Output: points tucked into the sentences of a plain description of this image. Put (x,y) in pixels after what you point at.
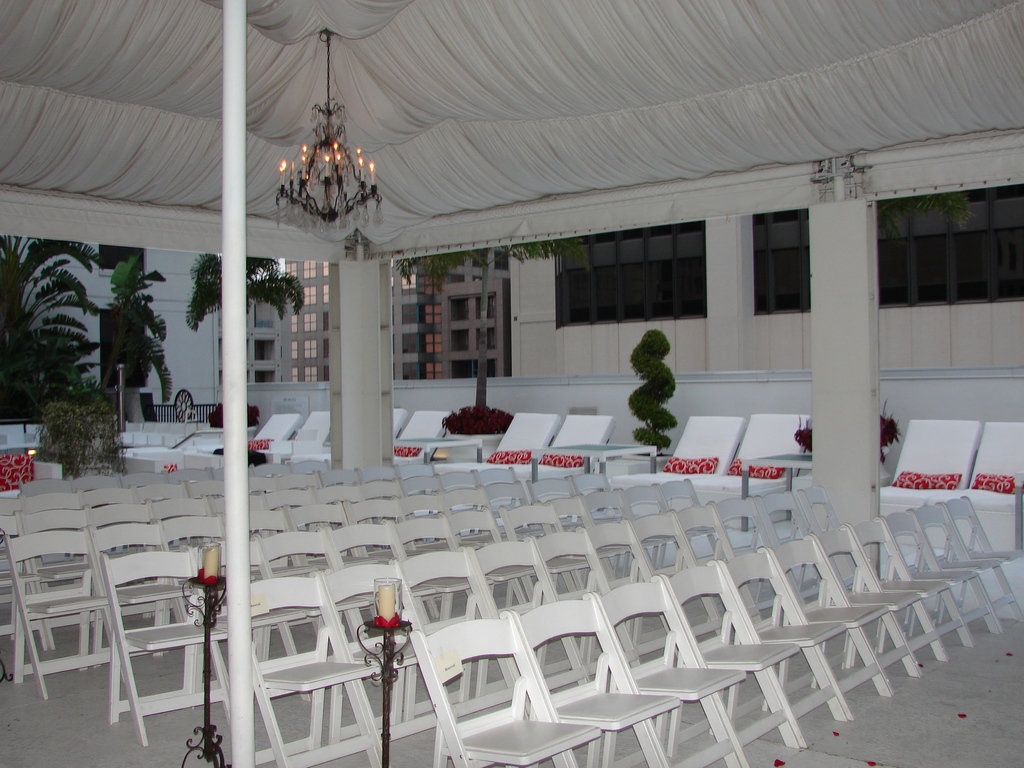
In this picture I see number of chairs (381,492) in front (528,654) and in the background (168,253) I see the buildings (733,340) and plants (158,371) and I see the chandelier (291,185) on this white color thing (374,72).
